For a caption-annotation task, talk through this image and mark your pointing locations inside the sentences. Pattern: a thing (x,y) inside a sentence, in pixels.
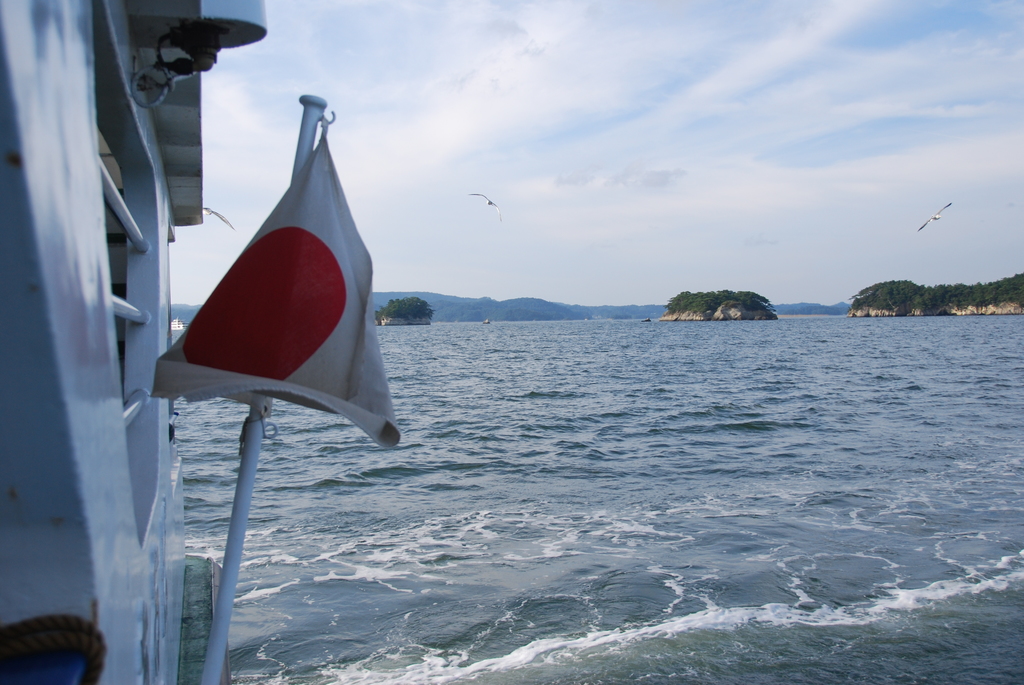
In this image we can see there is a ship (103,353) in the water (515,446), there is a flag (266,377), on the right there are many trees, at the back (522,300) there are mountains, there are birds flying in the sky (417,106), the sky (456,182) is cloudy.
